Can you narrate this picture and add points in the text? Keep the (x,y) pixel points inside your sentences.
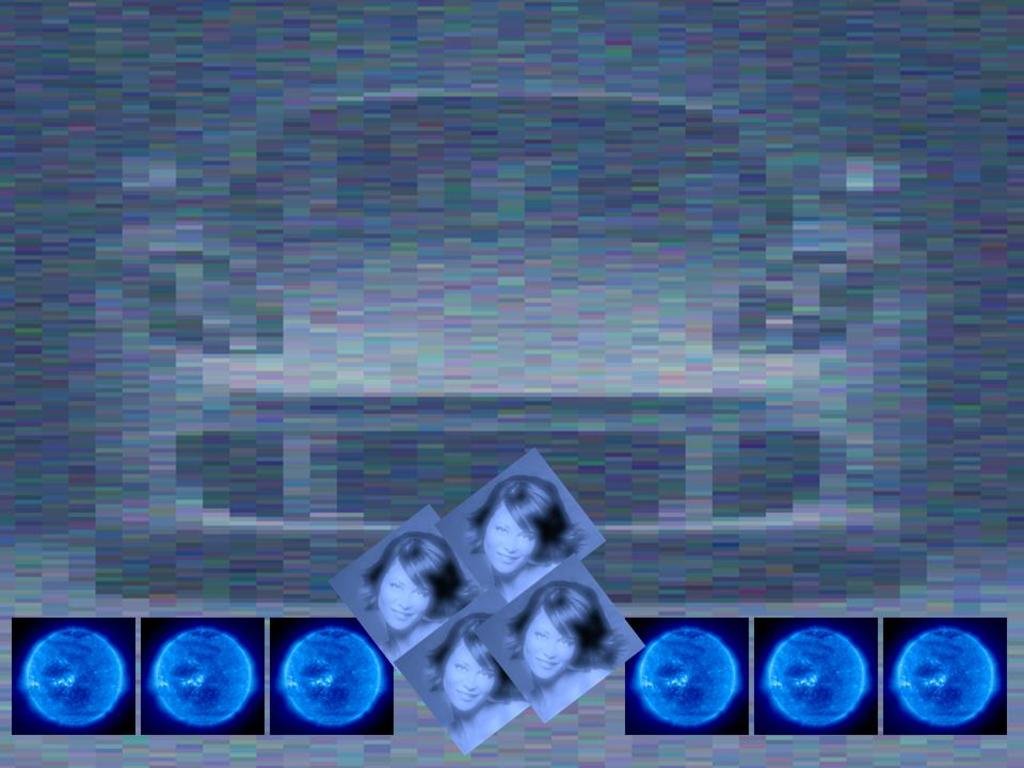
In this image I can see few depiction pictures (488,520) of a woman (549,504) and of few blue color things (1000,712). I can also this image is little bit blurry.
